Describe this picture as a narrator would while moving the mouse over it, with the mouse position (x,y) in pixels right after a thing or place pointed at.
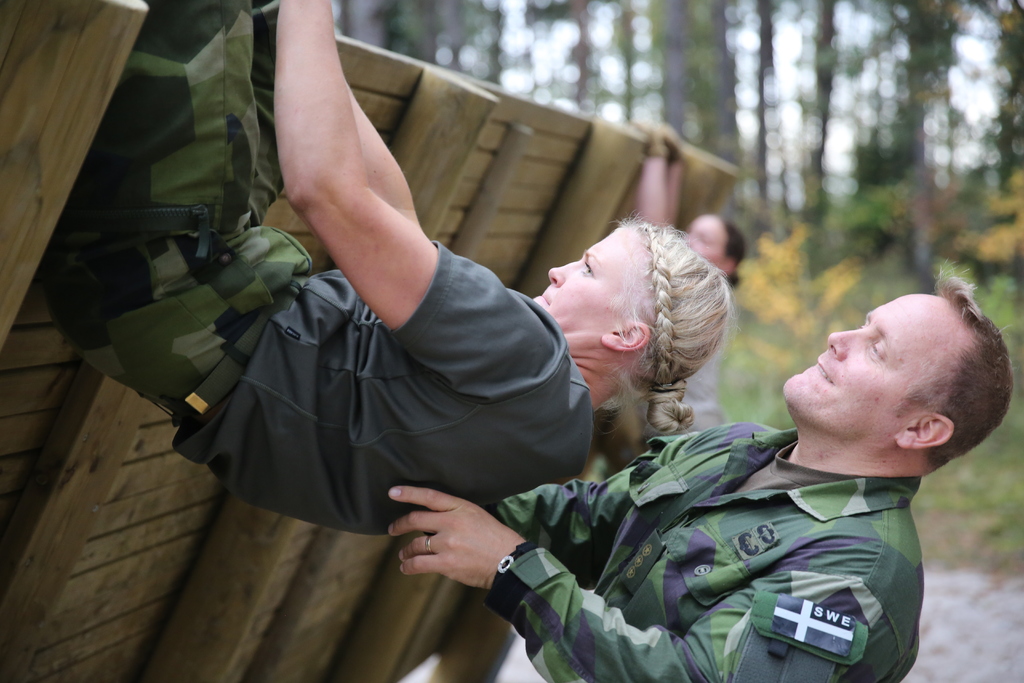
In this image I can see a woman (407,398) wearing grey shirt (382,401) and military pant (207,207) and a person (693,508) wearing military uniform (775,539). I can see a wooden wall (495,155) which is brown in color. In the background (665,173) I can see a person (713,239) standing, few trees (777,284) and the sky (787,60).
